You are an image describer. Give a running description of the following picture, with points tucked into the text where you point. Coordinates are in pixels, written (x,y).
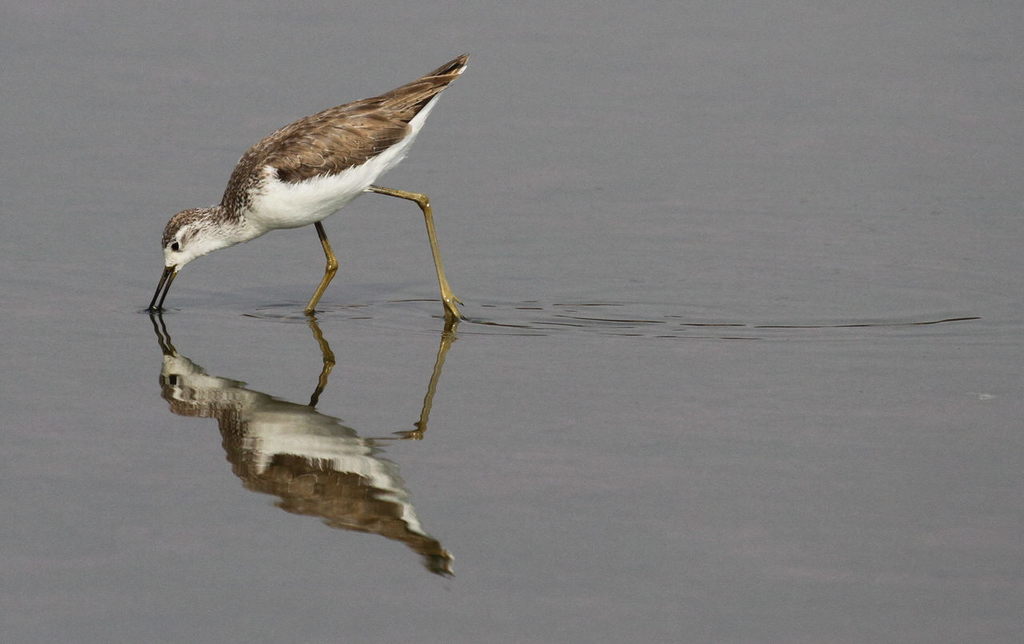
In this picture we can see water (776,430) at the bottom (791,432), on the left side (33,535) there is water (620,283), we can see reflection (317,480) of this bird (313,200) on the water (318,377).
